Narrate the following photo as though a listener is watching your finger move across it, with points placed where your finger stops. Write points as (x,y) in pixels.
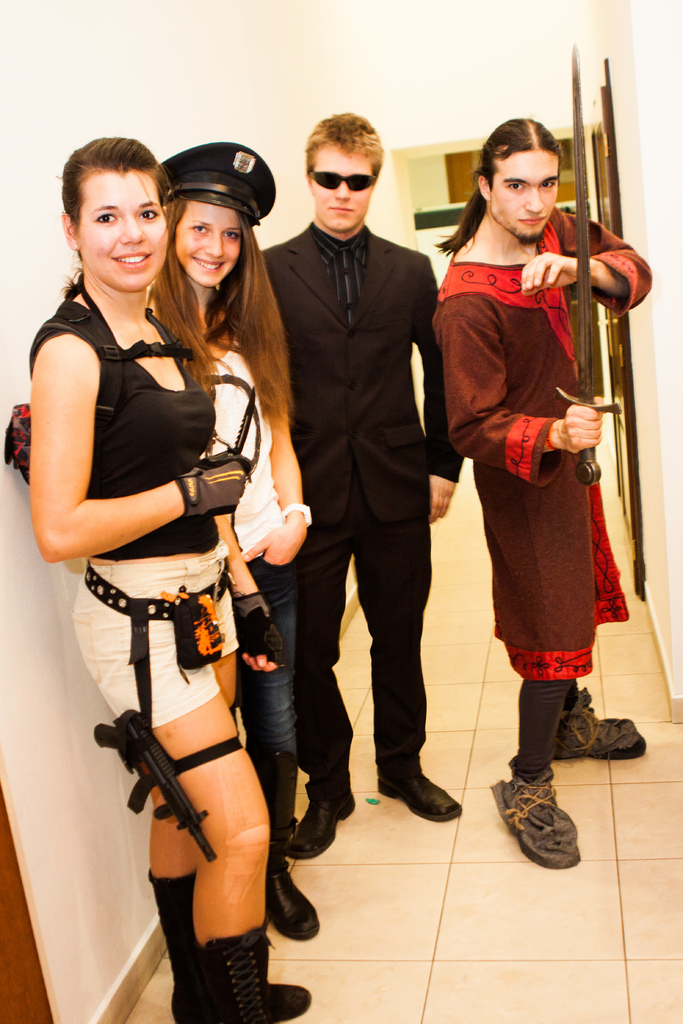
This picture describes about group of people (362,398), few people (215,232) are smiling, and a man (547,272) is holding a sword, beside to him we can see another man (361,282), he wore spectacles (365,185).
